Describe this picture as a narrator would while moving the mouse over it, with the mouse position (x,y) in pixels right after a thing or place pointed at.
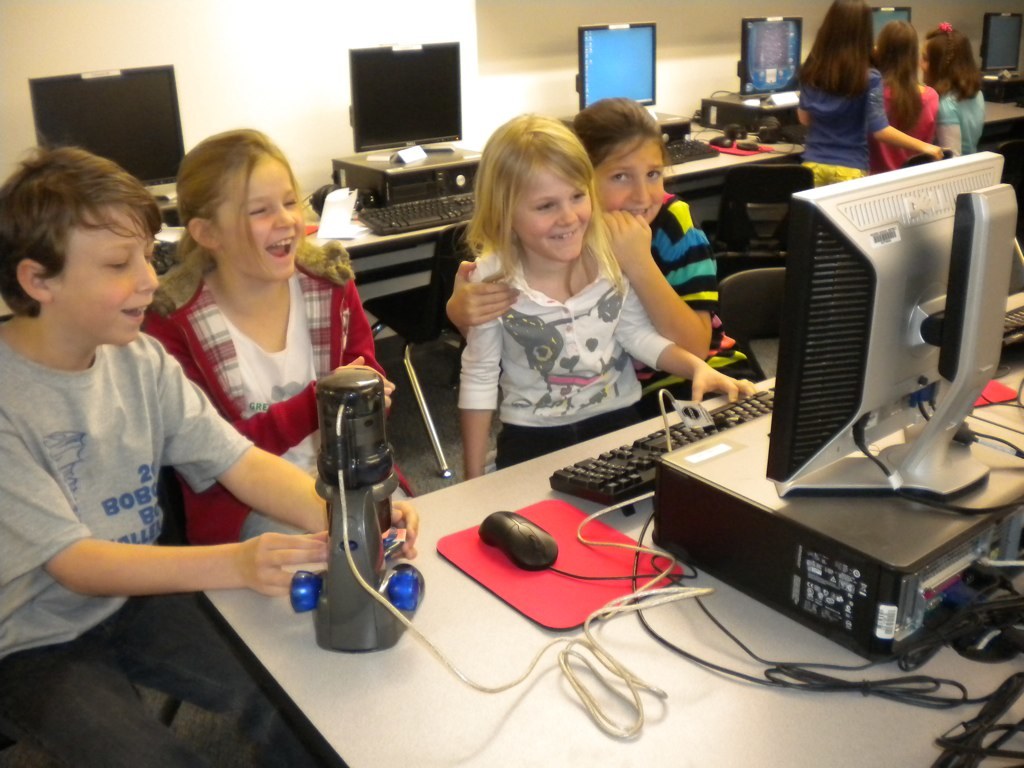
In this image we can see there are a few people (267,366) sitting in front of the table (677,701). On the table (649,502) there is a monitor (821,424), CPU (755,505), keyboard (603,481), mouse (553,560), cables (350,563) and other objects (554,535) placed on it, behind them there are so many monitors (772,71), keyboards (445,206), mouse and some other objects (724,101) placed on the table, there are few children (865,97) standing front of the one of the monitors (172,129). In the background (311,42) there is a wall (311,42).
